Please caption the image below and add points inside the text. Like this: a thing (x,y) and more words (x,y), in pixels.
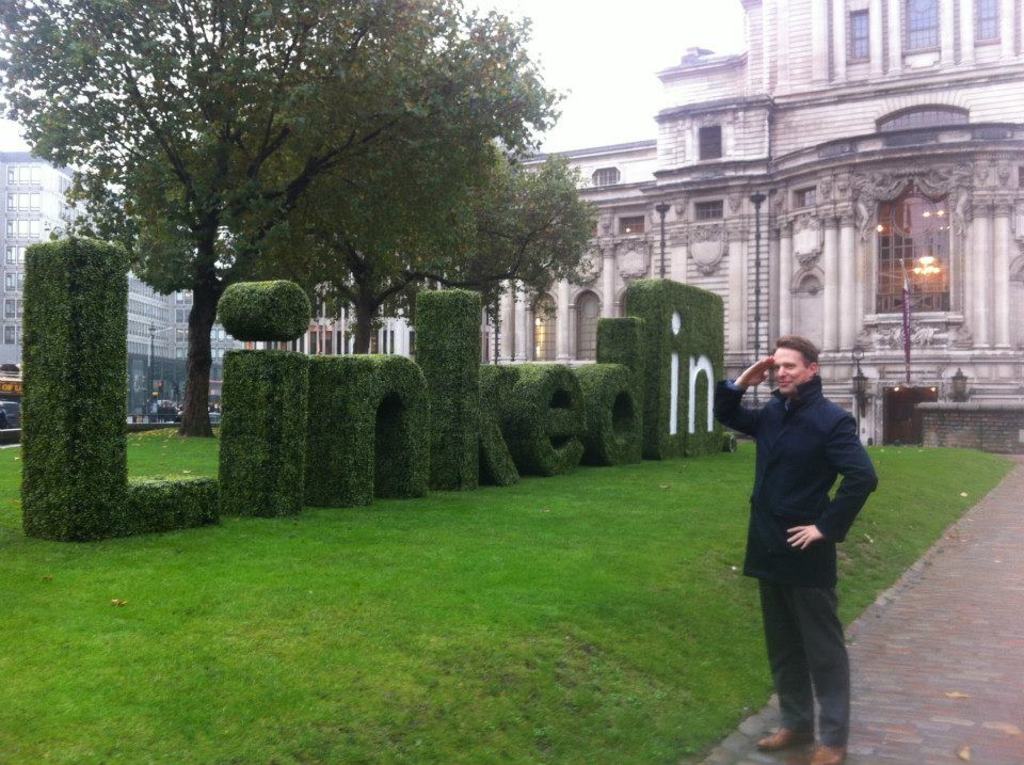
On the right side of the image (826,741) a man (828,418) is standing. Behind him there is grass (97,621) and trees (541,190) and buildings (632,202). At the top of the image (613,31) there is sky (735,50).
